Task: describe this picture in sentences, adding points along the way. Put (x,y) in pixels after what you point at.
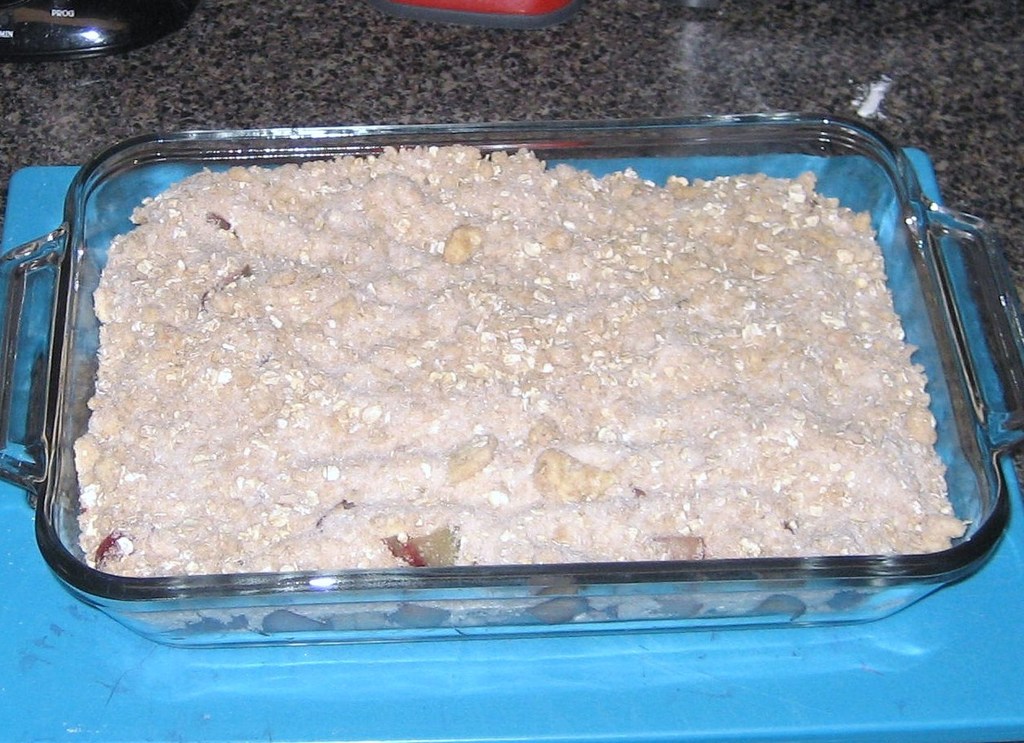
In this image we can see some food items (452,323) on the tray (323,631), which is on the blue colored surface (791,671), there are some other objects (446,8) on the kitchen slab (749,76).
